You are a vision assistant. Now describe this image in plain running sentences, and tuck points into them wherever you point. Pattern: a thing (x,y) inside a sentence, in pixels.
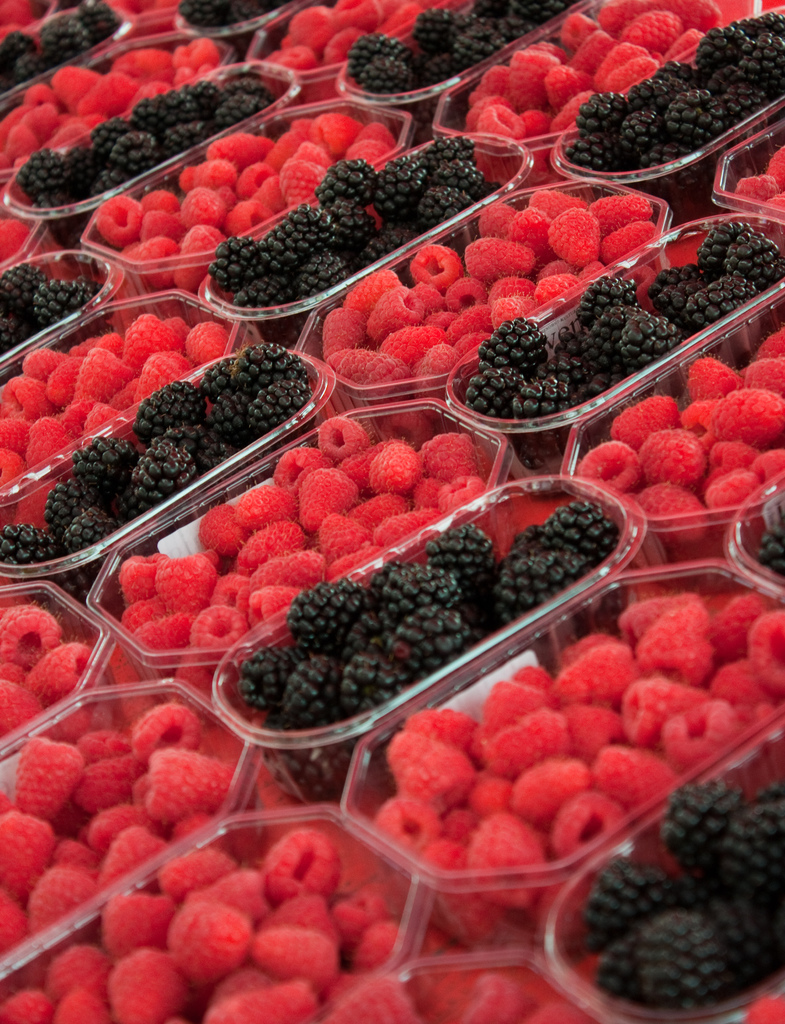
In this image, we can see some boxes (623,390). In the boxes (643,393), we can see fruits (437,297) which are in red and black color.
